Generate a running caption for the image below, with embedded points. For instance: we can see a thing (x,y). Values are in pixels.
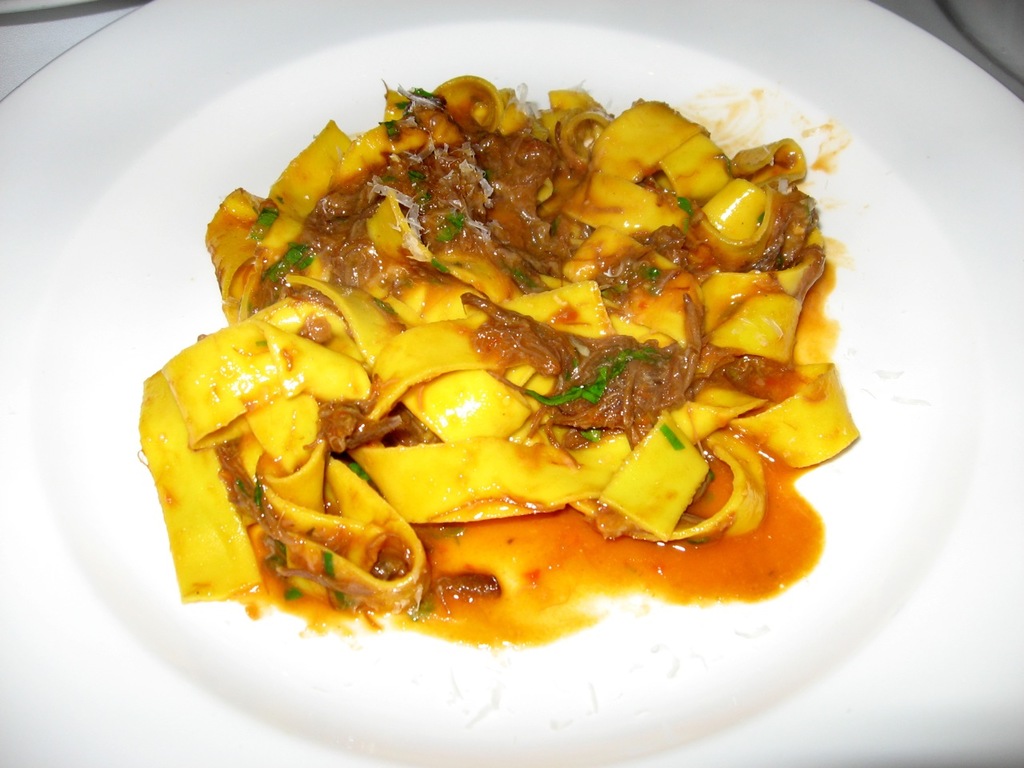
There is a food item (444,223) kept in a white color plate (164,168) as we can see in the middle of this image (493,263).
